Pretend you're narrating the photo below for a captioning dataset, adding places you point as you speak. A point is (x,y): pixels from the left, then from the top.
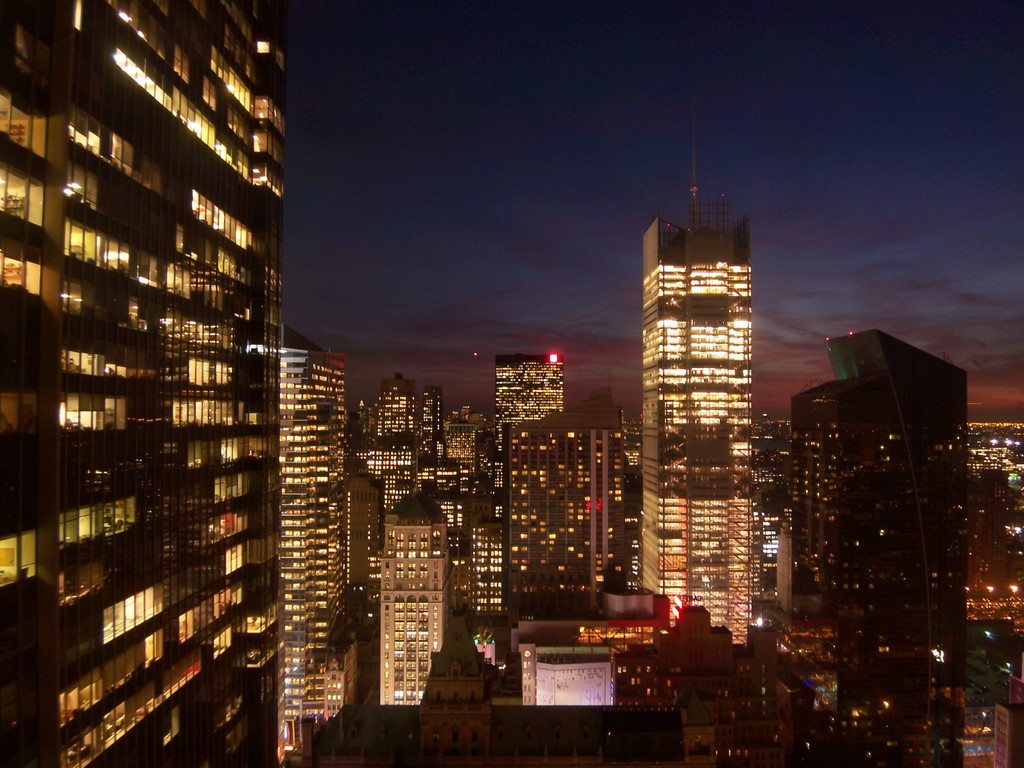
This image is taken outdoors. At the top of the image (536,219) there is the sky (792,285) with clouds (841,320). In the middle of the image (679,341) there are many buildings (264,392) and a few skyscrapers (222,374) with walls (117,579), windows (224,406) and roofs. There are many lights (151,88).
